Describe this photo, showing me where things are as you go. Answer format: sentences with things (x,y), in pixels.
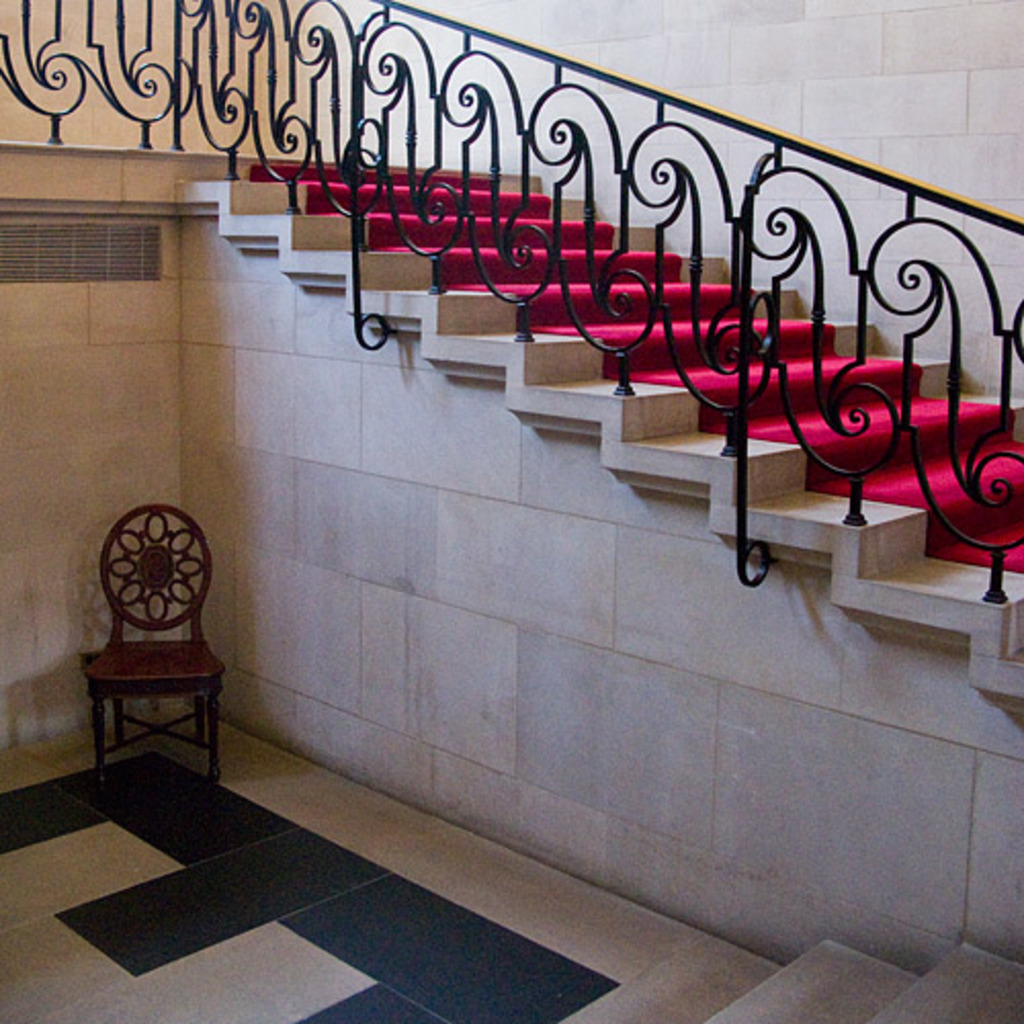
In this image we can see a chair (164,677), wall (85,314), floor (461,873), stairs (421,287) and railing (358,223).
